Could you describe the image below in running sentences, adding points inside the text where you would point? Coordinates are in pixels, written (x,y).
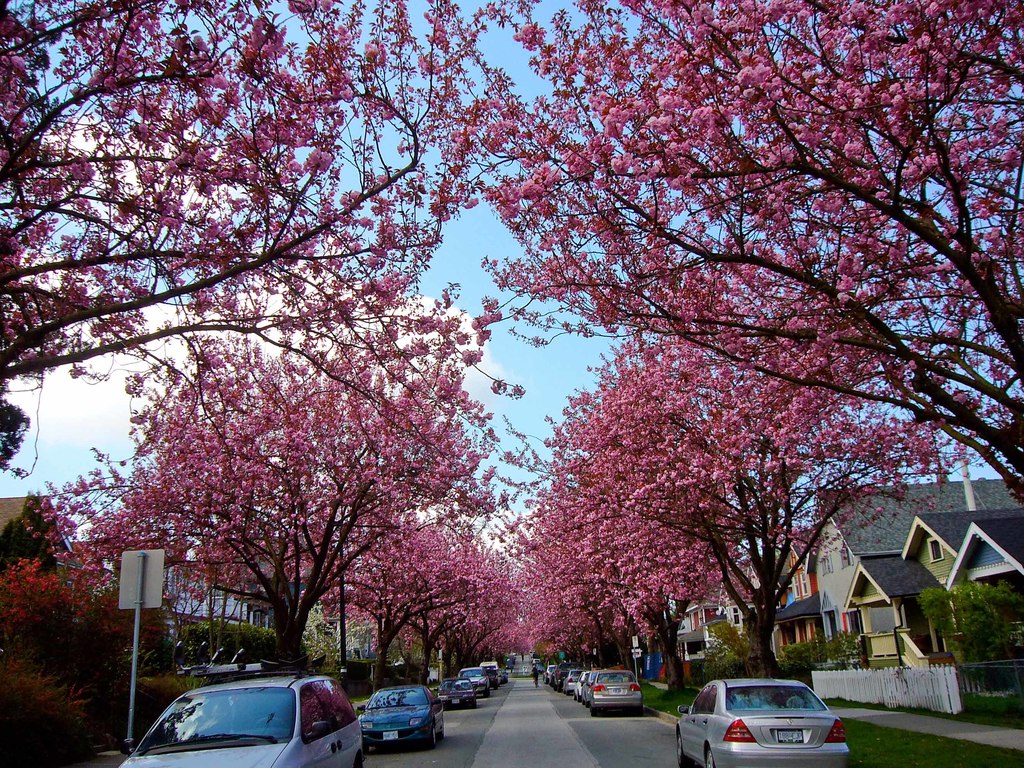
In this image we can see cars (598,704) on the road (542,731). To the both sides of the road (546,735) buildings (964,575), trees (338,592) and poles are there. To the background of the image (555,356) sky (592,352) is there with some clouds (122,363).
